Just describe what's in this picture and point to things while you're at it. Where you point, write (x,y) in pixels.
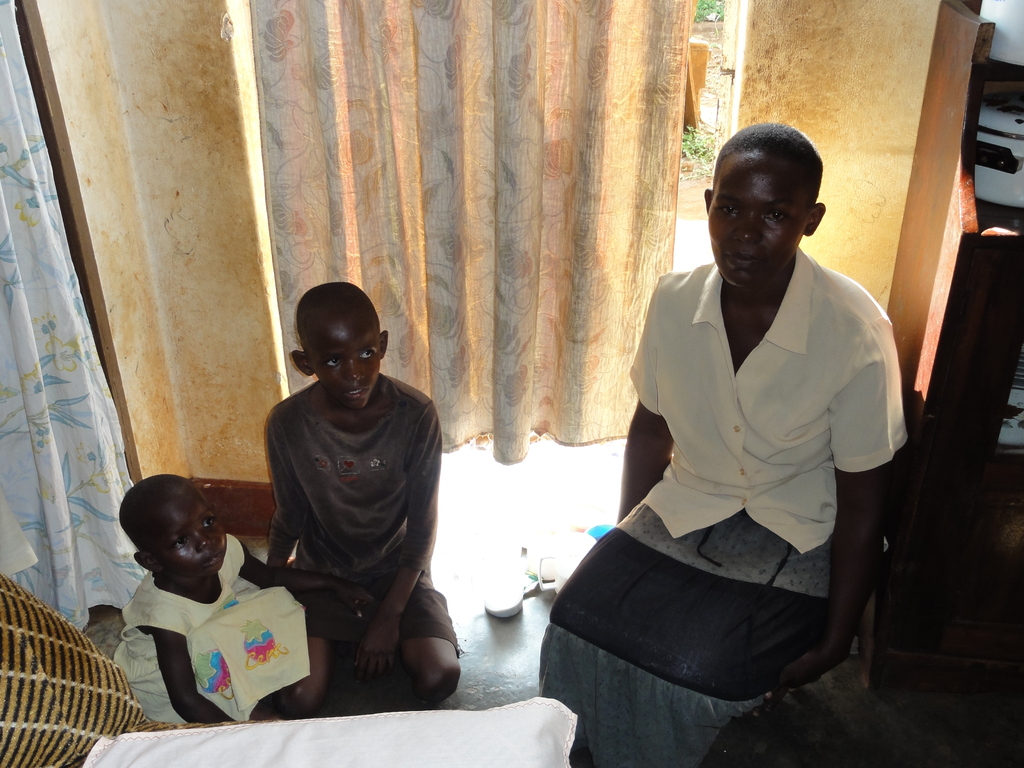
This picture shows the inner view of a room (176,216). There are two curtains (395,169), one woman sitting on the chair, two chairs (75,692), two children (387,575) sitting on the floor (442,538), some objects (554,586) on the floor (509,642), one object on the ground (513,656), one white cloth (154,743) on the chair (70,754), and some plants (710,150) on the ground (701,126).
